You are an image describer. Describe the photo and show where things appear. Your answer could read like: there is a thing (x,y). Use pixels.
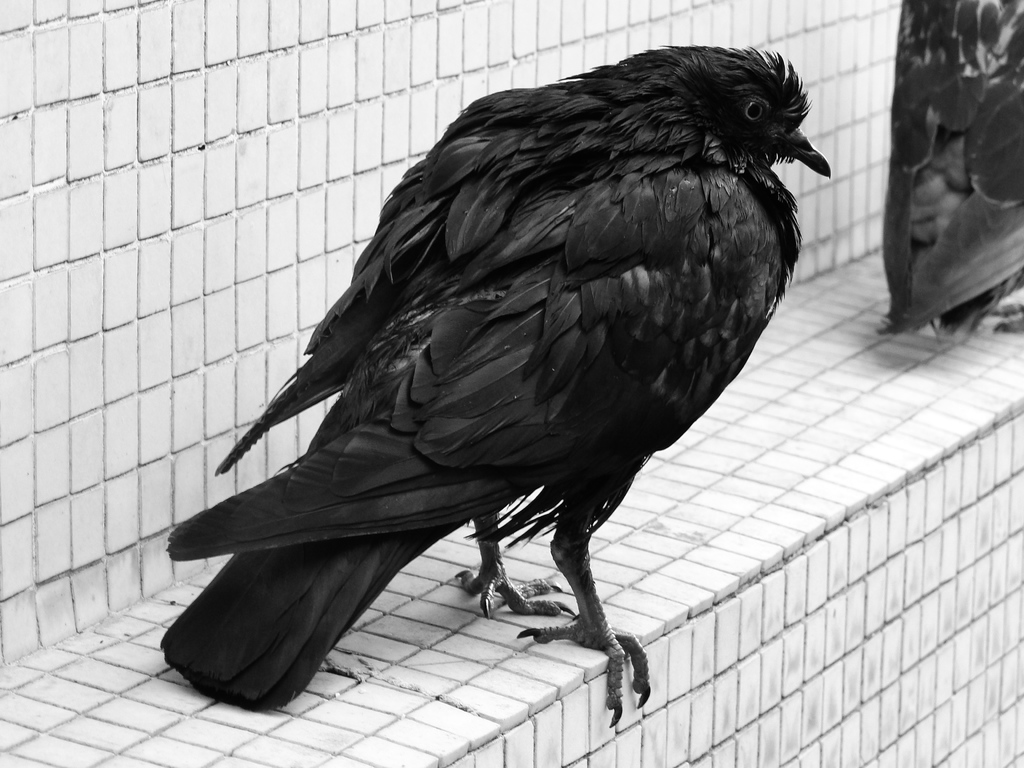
In this image we can see some birds (544,632) on a wall (692,615).
